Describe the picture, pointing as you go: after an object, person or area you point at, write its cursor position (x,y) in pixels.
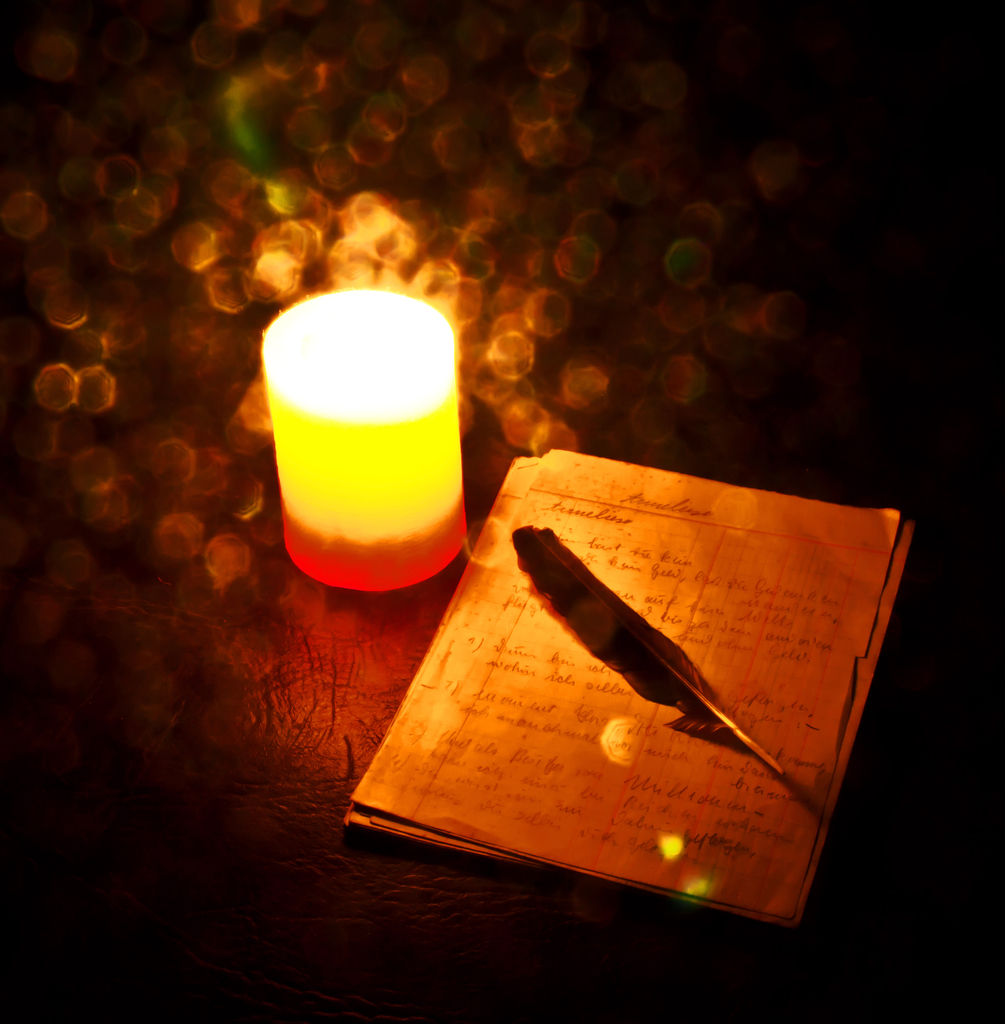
In this image I can see the light (369,507). To the side I can see the bird's feather (620,617) on the papers (557,799). And there is a blurred background (408,202).
